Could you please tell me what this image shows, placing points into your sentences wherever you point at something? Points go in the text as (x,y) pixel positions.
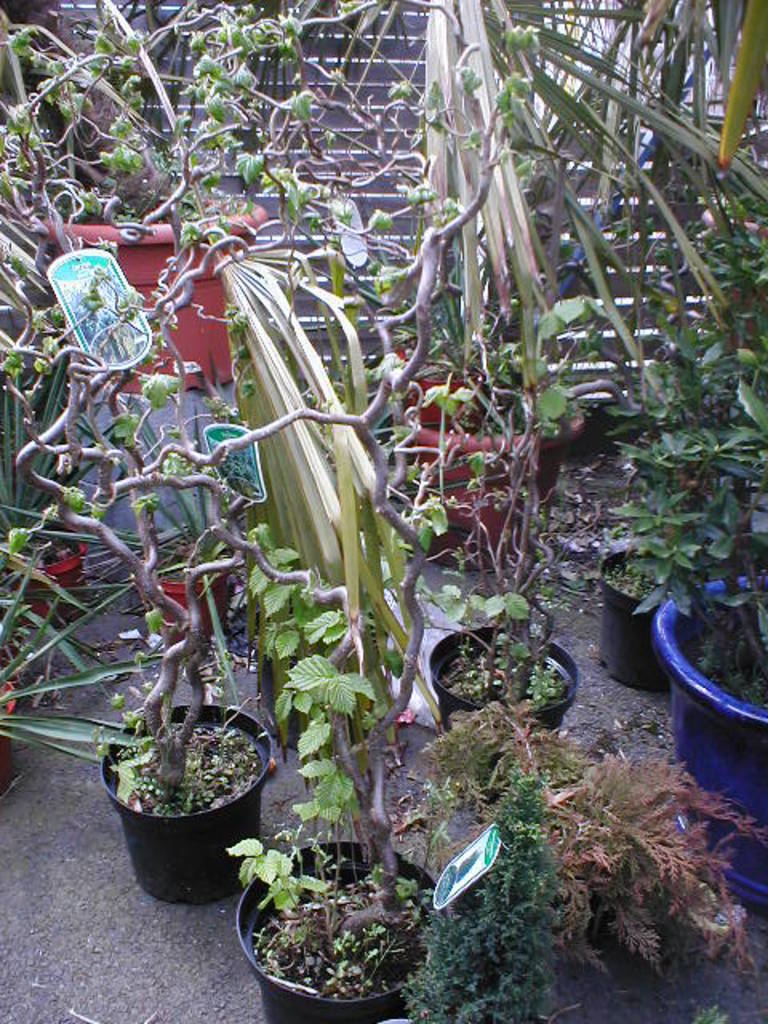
This picture is clicked outside. In the foreground (291,847) we can see the potted plants (531,682). In the center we can see the fence (362,44) and some other objects (255,470).
